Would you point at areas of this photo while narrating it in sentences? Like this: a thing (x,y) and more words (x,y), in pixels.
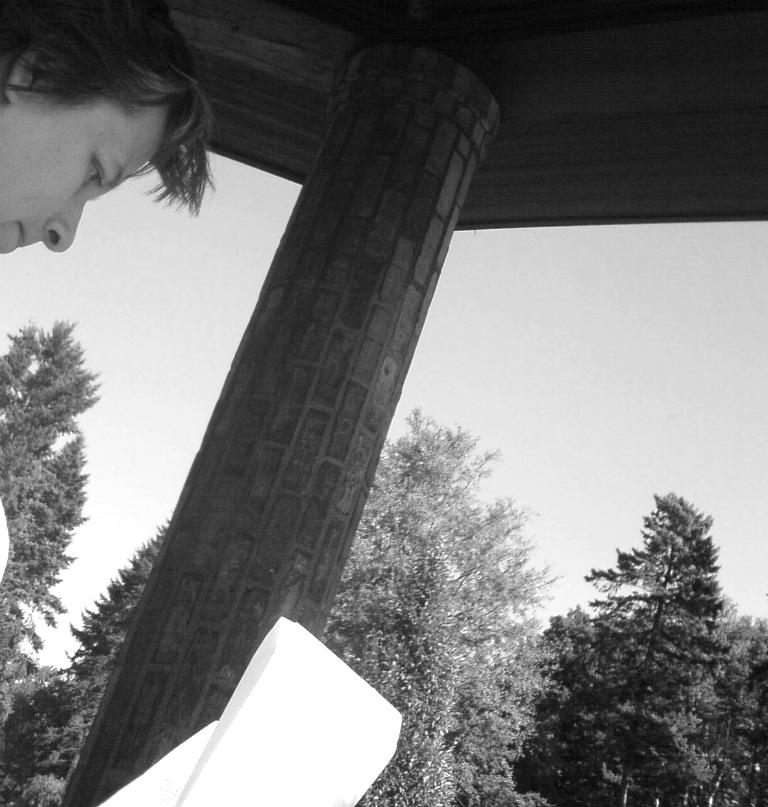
This is black and white picture, in this picture we can see pillar (250,428) and roof (303,77). In the top left side of the image (172,34) we can see persons face (72,215). At the bottom of the image (251,777) we can see white objects (258,739). In the background of the image (670,598) we can see trees (58,558) and sky (651,372).
